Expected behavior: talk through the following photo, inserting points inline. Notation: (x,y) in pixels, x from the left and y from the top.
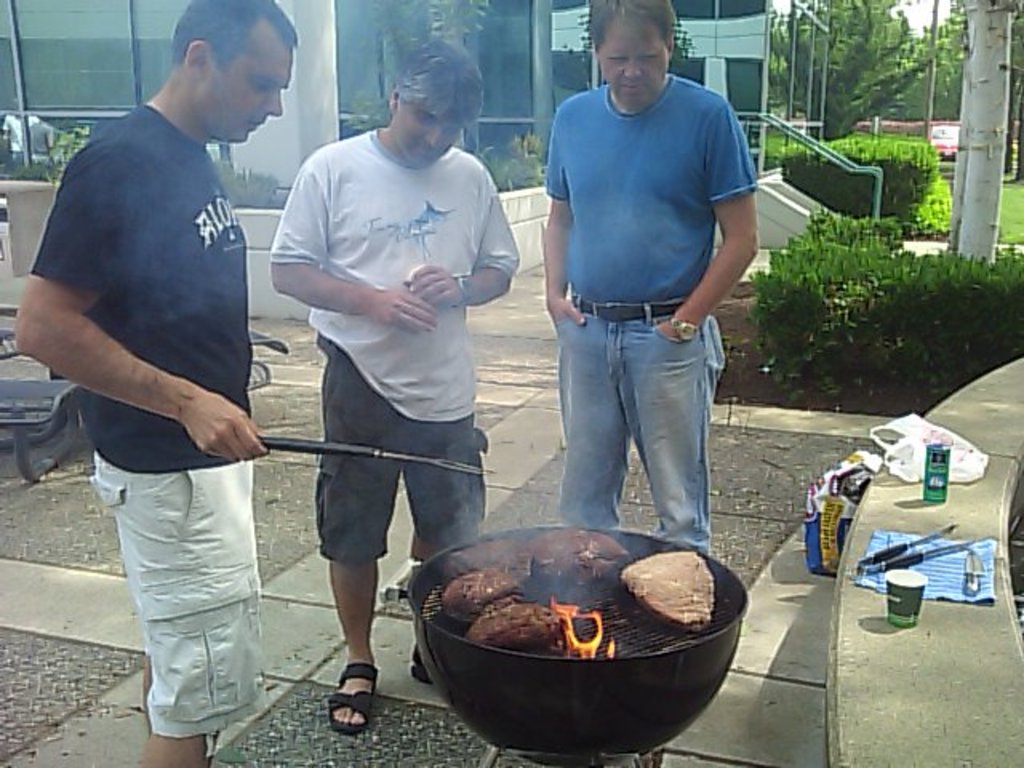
In front of the image there are three men (478,268) standing in front of a barbecue grill (627,557) with some meat (576,538) on it, one of them is holding a fork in his hand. In front of them there are some objects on the concrete platform (983,373), behind him there are some other objects (49,386). In the background of the image (331,81) there are plants (790,177), bushes (770,143), trees (787,103) and a building (723,89) with glass walls (357,83) and metal rods (766,78).
